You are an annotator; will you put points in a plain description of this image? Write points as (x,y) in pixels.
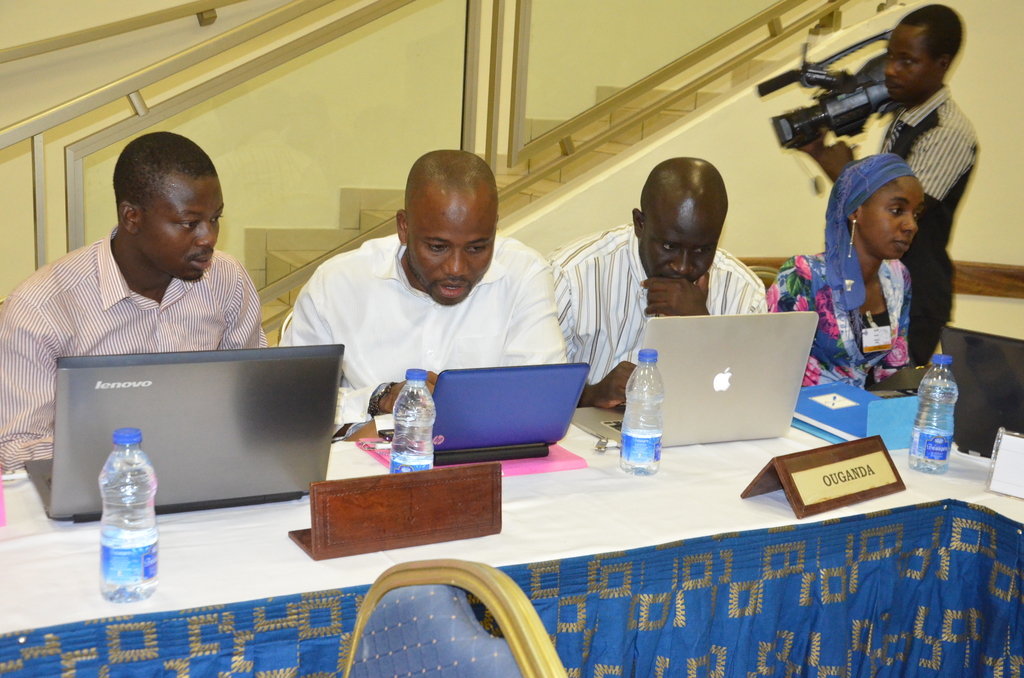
In this picture there are group of people (835,352), they are sitting before a table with their laptops (473,425) and there is a man (940,211) who is standing at the right side of the image (839,155), he is taking the video and there are stairs (650,115) at the center of the image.
